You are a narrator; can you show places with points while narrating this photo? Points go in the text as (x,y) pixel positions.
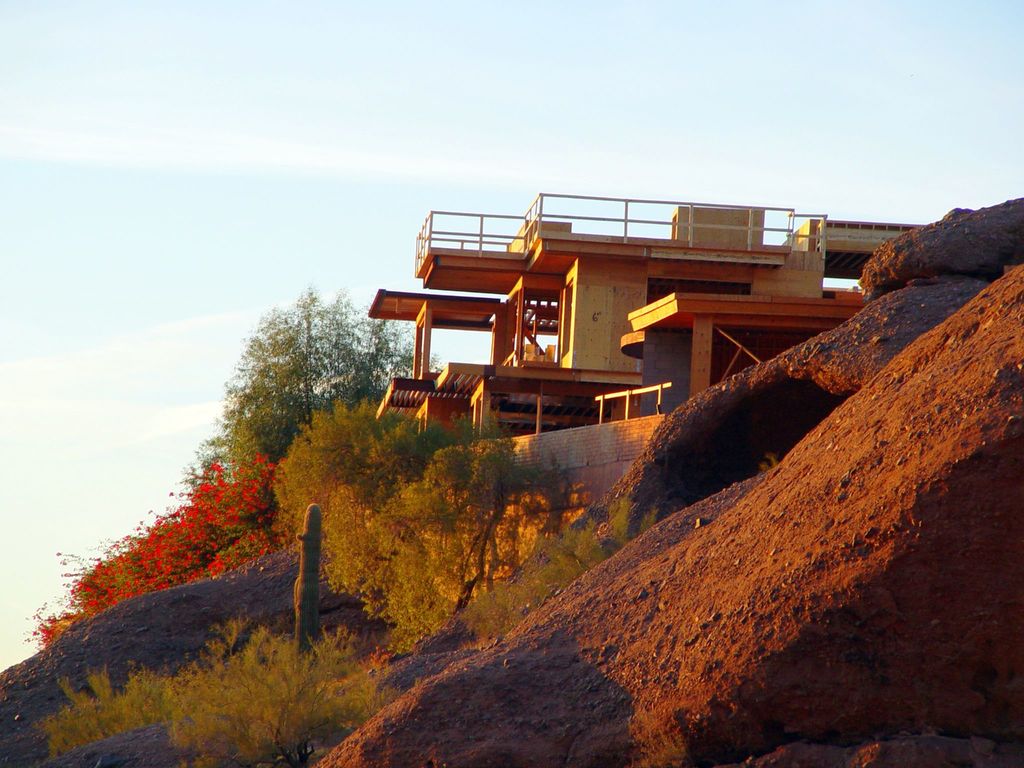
On the right side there is a building (545,320) with pillars (506,344) and railings (542,217). Near to that there are trees (416,471), flowers (207,499). Also there is a small hill (628,547). In the background (235,170) there is sky (282,168).
